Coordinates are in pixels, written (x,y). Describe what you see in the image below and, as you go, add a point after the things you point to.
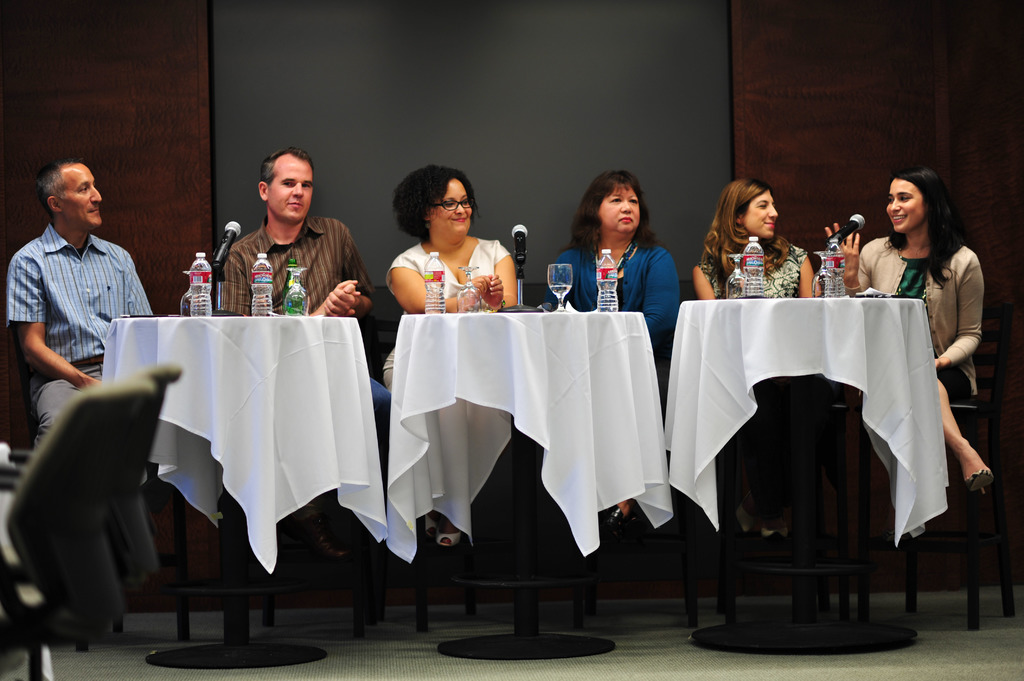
In this picture we can see some people (584,277) are sitting on the chairs (973,568). These are the tables (222,530), there is a white cloth (537,410) on the table (700,399). On the table (273,352) there is a bottle (300,295) and glass (566,291). And these are the mikes (848,233). This is the floor (667,657). On the background (674,206) there is a wall (909,127).
